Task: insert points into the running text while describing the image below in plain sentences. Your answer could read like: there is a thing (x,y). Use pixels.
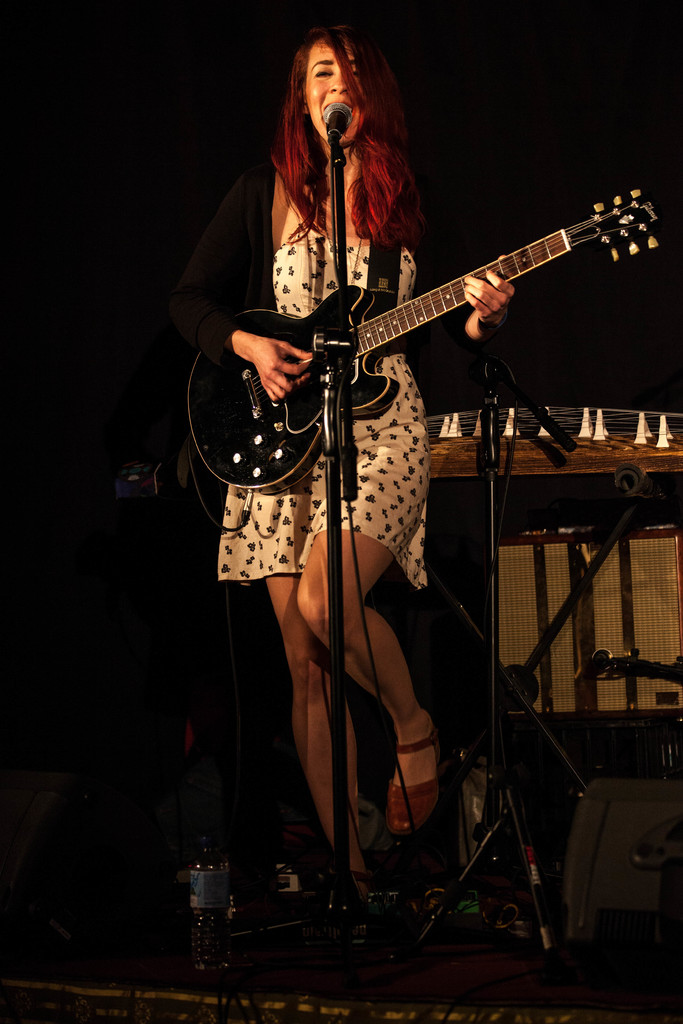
A woman (280,138) is singing with mic (330,105) in front her while playing a guitar (267,420).
